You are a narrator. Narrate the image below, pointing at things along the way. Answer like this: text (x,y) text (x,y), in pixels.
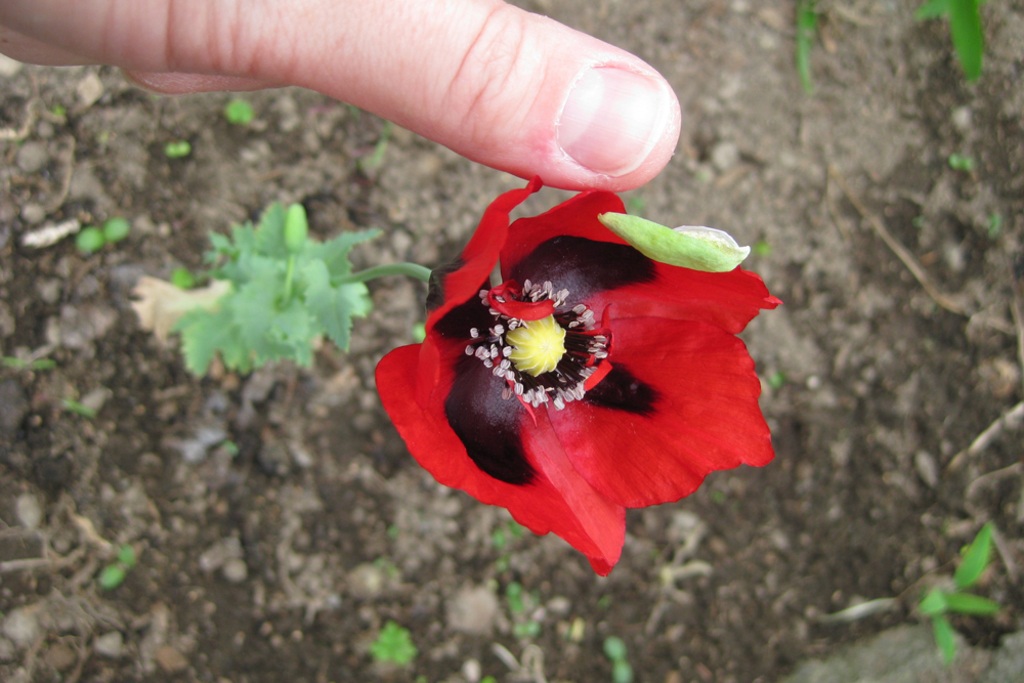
In the image there is a red flower (575,351) to a plant (273,292) and a person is touching the flower (558,271) with thumb finger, there is a lot of soil (770,100) around the plant (670,394).
